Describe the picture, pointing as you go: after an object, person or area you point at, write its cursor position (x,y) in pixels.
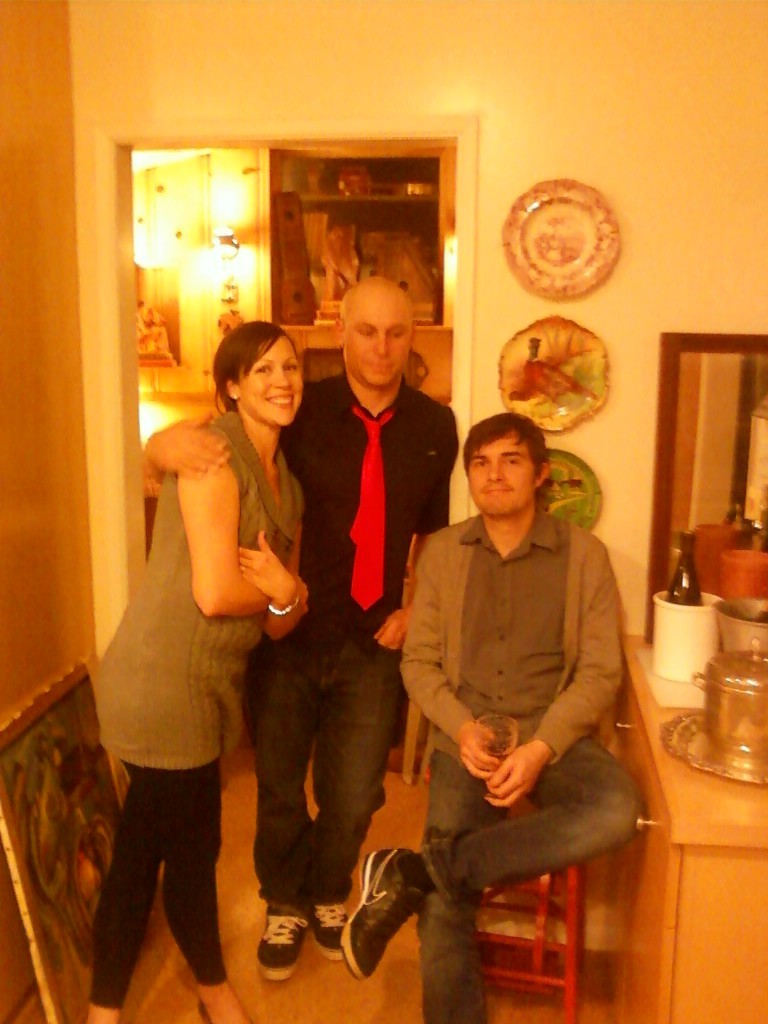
This picture is clicked inside the room (458,159). In this picture, we see a man (544,569) who is holding the glass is sitting on the chair (546,881). Beside him, we see a man (369,381) and the women (203,511) are standing. They are smiling and they are posing for the photo. Beside them, we see a photo frame (90,910). On the right side (666,705), we see a table (692,767) on which the vessels (708,733), bowls (707,653) and the glass bottles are placed. Beside that, we see the mirror (711,407). Behind that, we see a white wall (658,271) on which the plates (534,327) are placed. In the background (357,190), we see the cupboard (311,190) and a rack (281,199) in which some objects (293,284) are placed.
